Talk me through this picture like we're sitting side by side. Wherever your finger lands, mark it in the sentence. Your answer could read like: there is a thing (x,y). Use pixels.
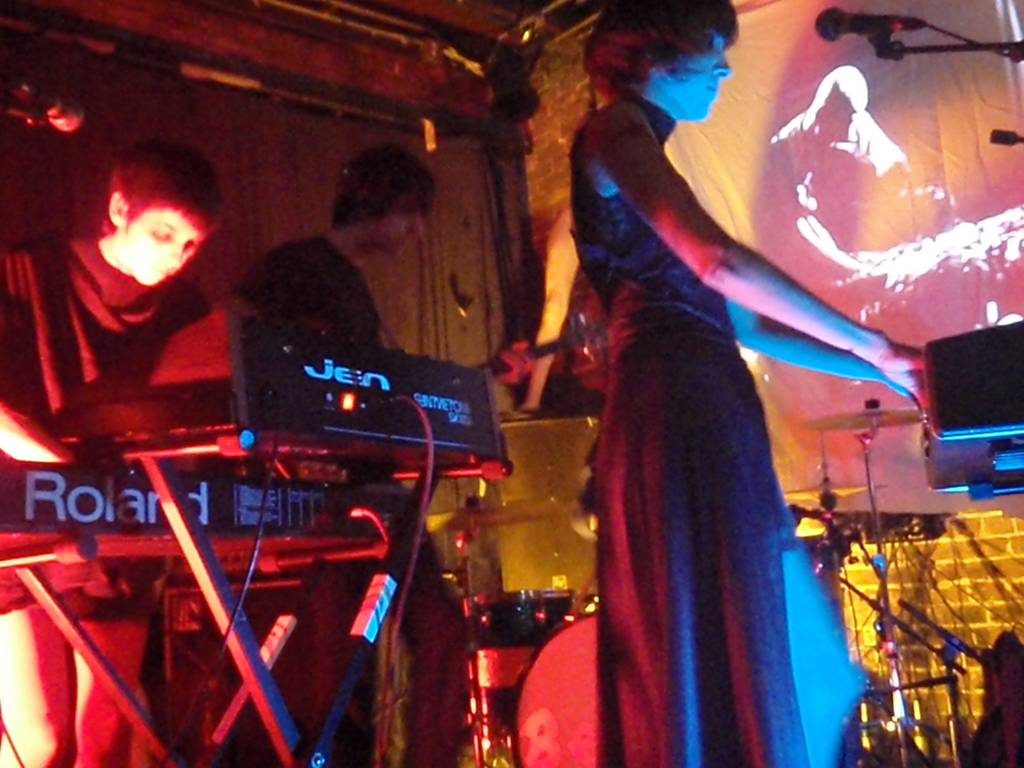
In this image I can see few persons (754,323) are standing in front of the musical instruments (945,412) and I can see a microphone (848,22) in front of them. In the background (840,523) I can see few other musical instruments (907,416), the wall (929,577) and few other objects (951,112).
